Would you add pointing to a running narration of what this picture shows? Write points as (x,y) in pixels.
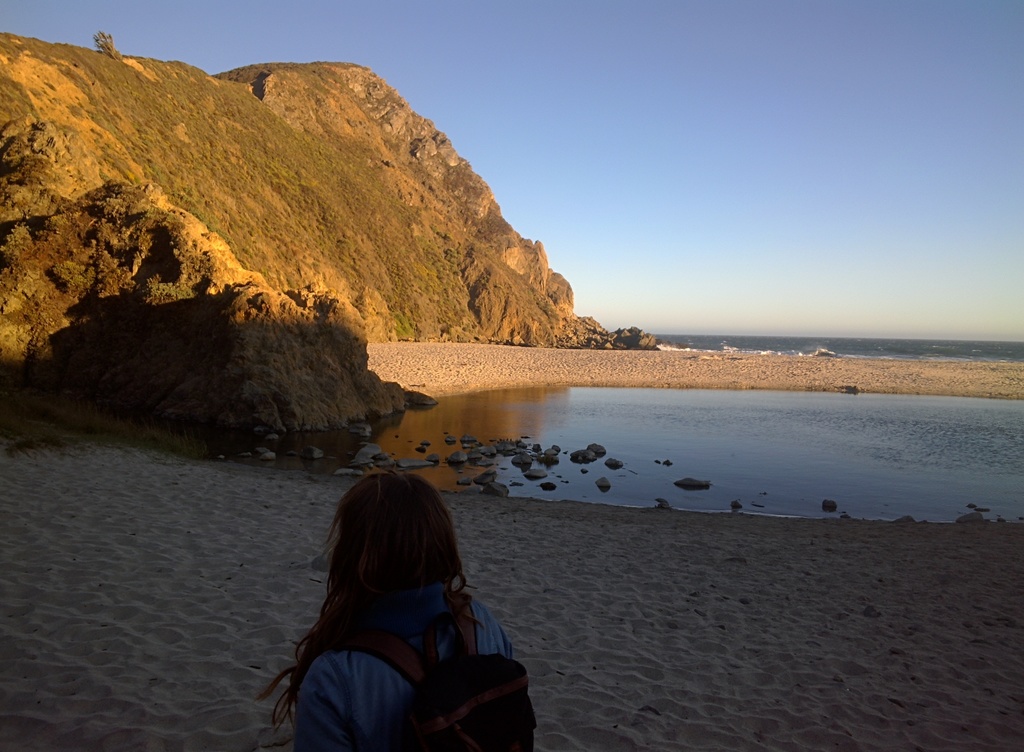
In this picture we can see a person (406,494) carrying a bag (430,704) and in front of this person (357,575) we can see stones (616,462) on the water (788,493), sand (575,521), mountain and in the background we can see the sky (612,215).
